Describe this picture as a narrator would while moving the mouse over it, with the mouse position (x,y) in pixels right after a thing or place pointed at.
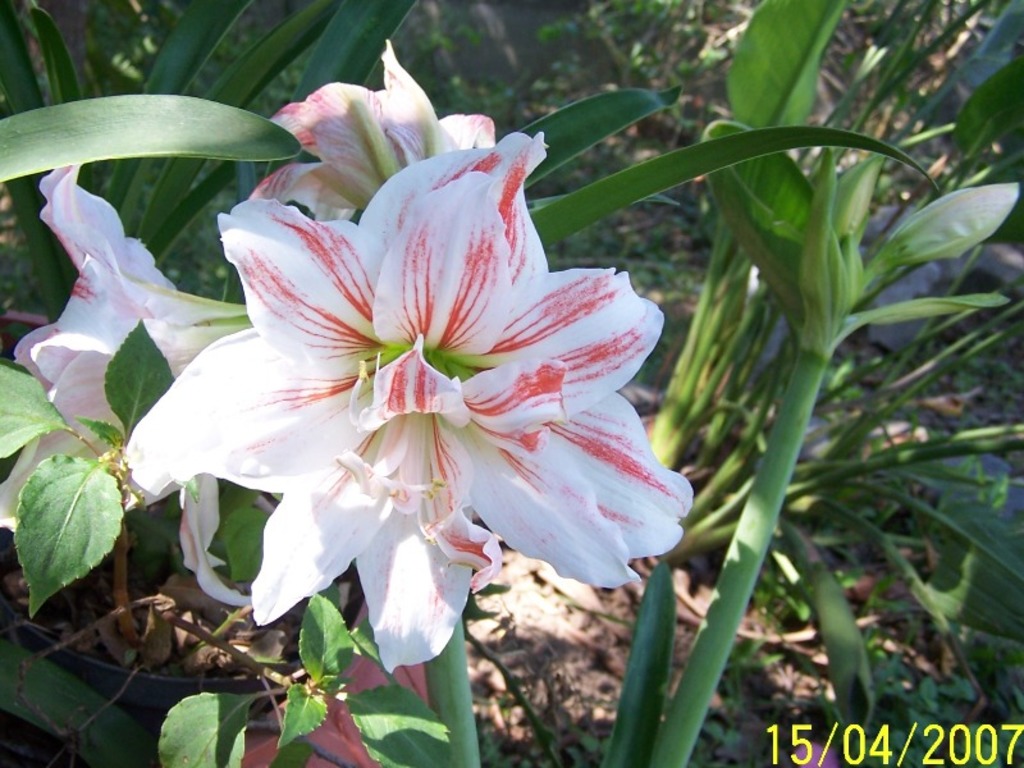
In this image we can see there are flower plant (328,322).
